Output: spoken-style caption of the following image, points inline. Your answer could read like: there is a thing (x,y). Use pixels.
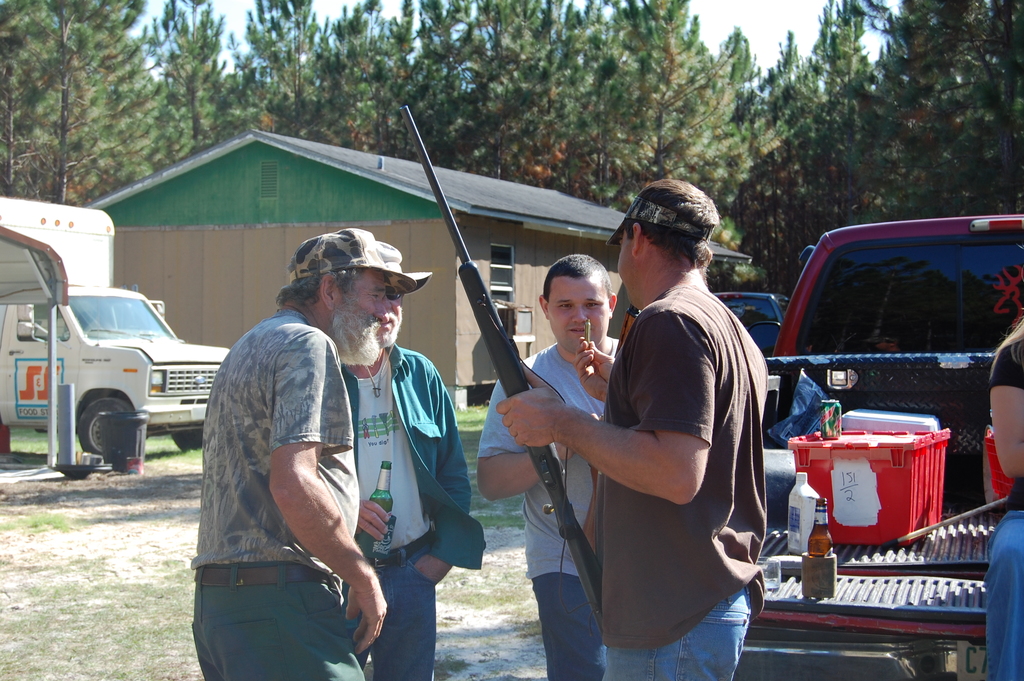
In this picture I can see there is a man (653,276) holding a gun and another man (574,332) holding a bullet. There is a truck (977,475). In the backdrop (396,199) there is a building (354,191) and there are trees (362,94) and the sky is clear.
